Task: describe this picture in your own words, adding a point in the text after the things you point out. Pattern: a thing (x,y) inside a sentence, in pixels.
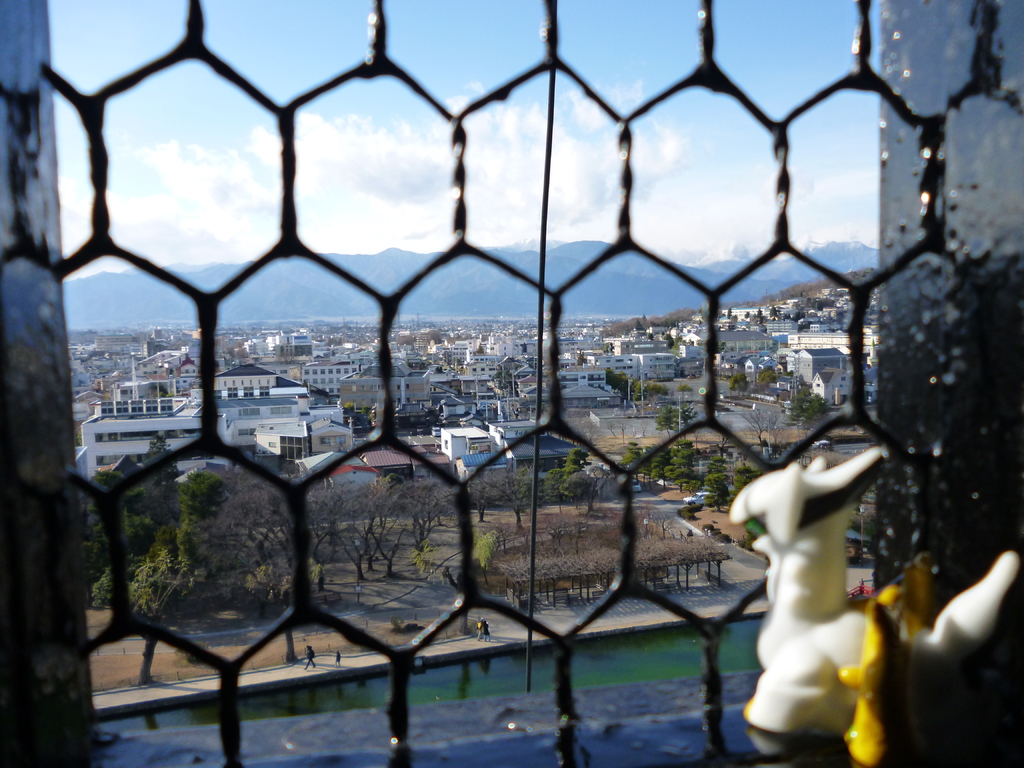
In this image we can see a window (3,524). From the window (401,672) we can see water (472,673), person's (479,633), trees (146,556), plants (606,534), road (676,510), vehicles (640,488), poles (680,419), buildings (490,371), hills (343,312), sky (673,135) and clouds (441,169).
